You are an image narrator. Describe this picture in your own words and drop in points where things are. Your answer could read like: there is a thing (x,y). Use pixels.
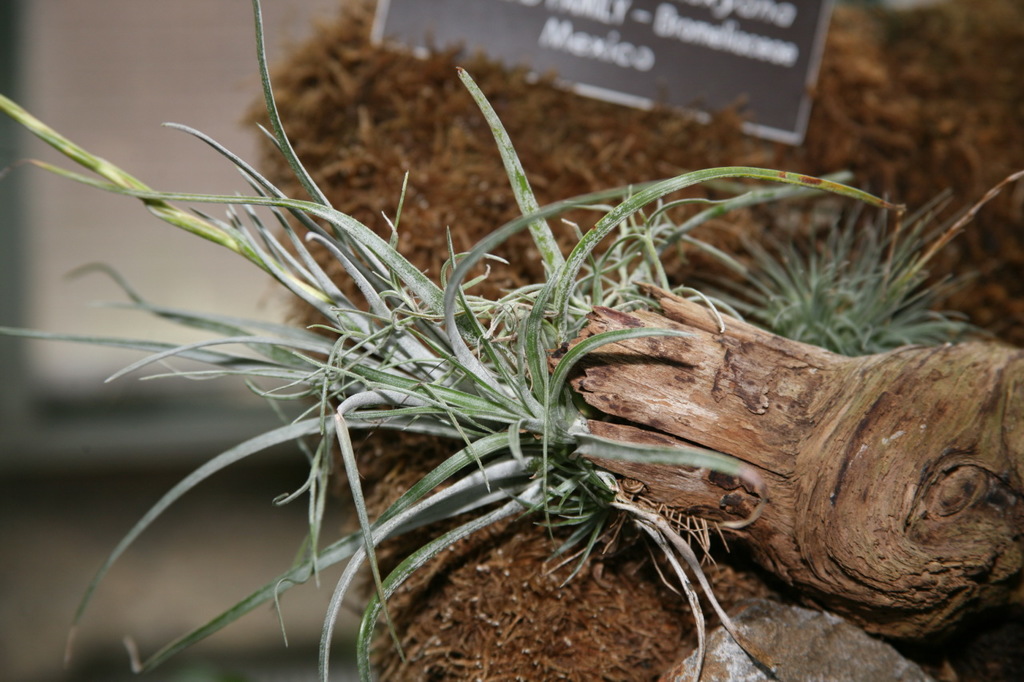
In this picture we can see grass (484,329) and a name board (720,100).
